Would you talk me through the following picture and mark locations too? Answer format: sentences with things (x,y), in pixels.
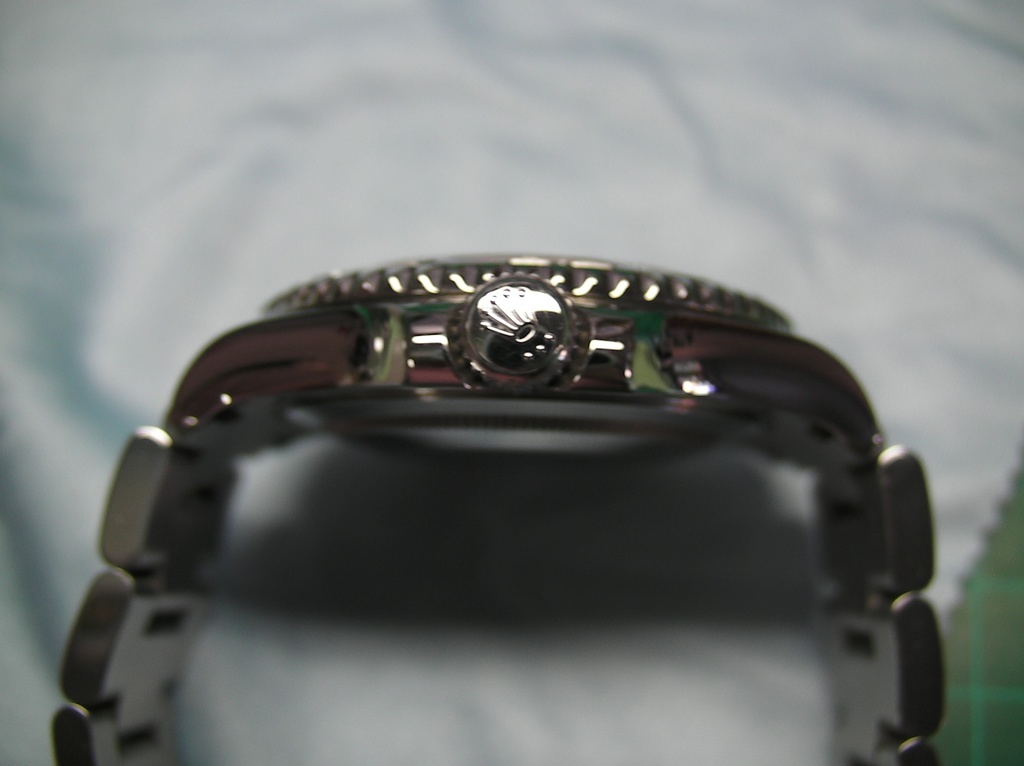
In this image I can see the watch (500,379) which is in silver color. It is on the white color surface (675,45).
